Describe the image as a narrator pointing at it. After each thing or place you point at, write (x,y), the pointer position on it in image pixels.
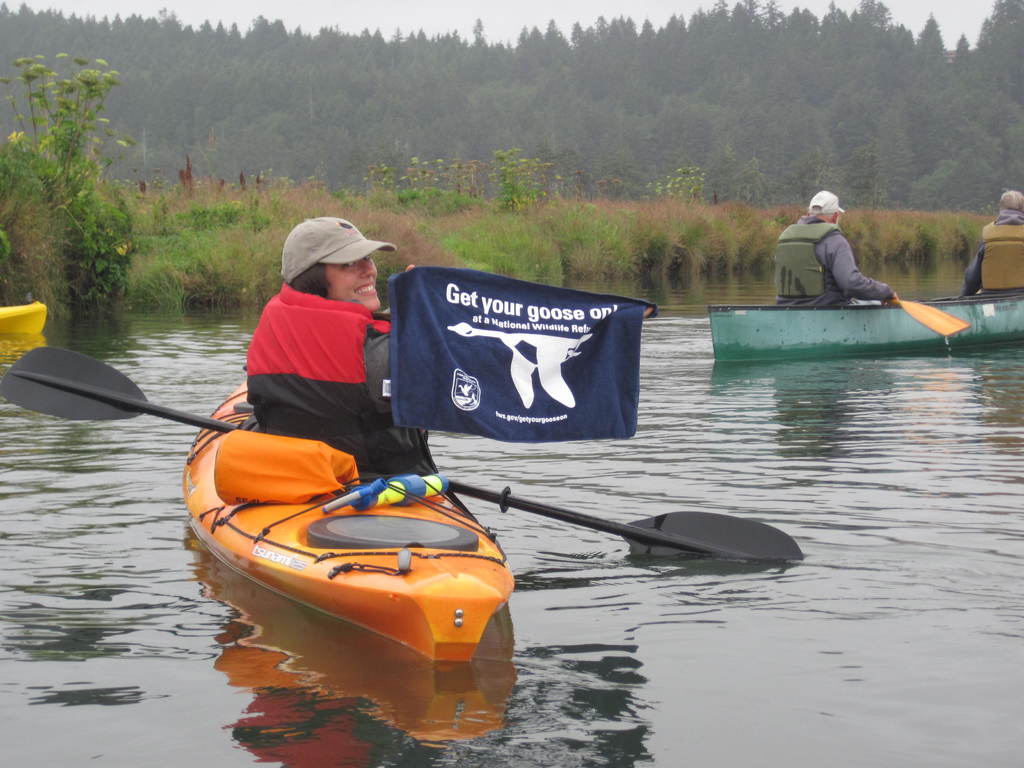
In this image I can see water (267,599) in the front (575,506) and on it I can see few boats (44,307). On these boats (400,517) I can see few people (1023,237) are sitting. In the front (425,429) and on the right side of this image (921,307) I can see few paddles (938,317) and a blue colour cloth (397,344), on this cloth (495,311) I can see something is written. In the background (587,176) I can see grass (32,271) and number of trees (598,102).
